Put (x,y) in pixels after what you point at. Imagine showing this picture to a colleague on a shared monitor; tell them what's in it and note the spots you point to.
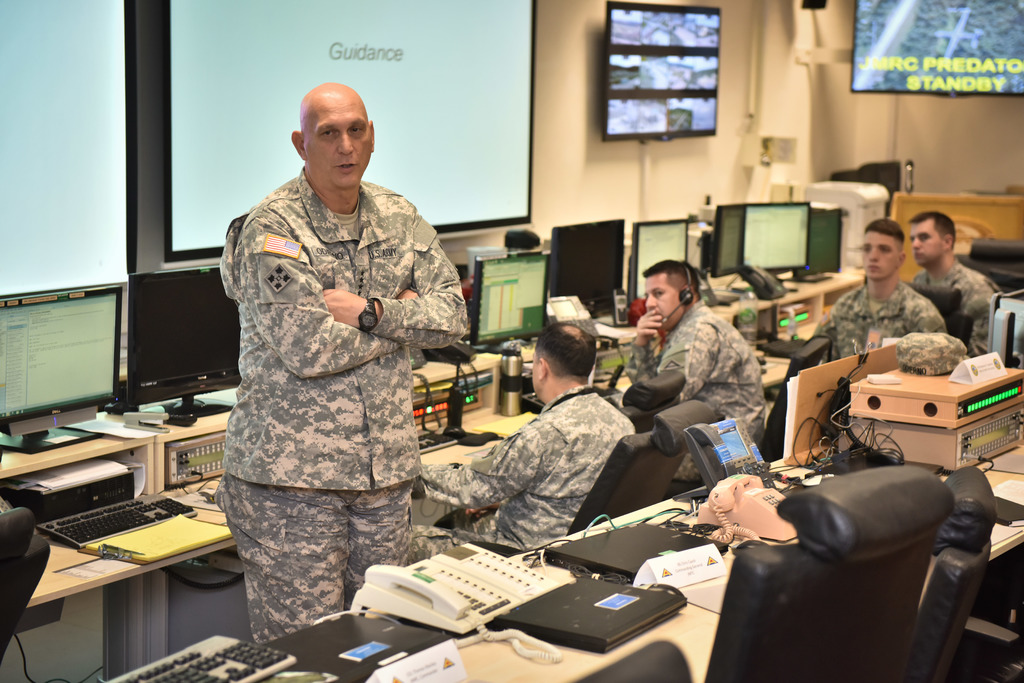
In this image there are people (593,447) sitting on chairs (619,451) and there are tables (727,558), on that tables (228,609) there are electrical items (531,653) and computers (190,381), in the middle (358,350) a man (292,482) is standing, in the background (954,156) there is a wall (933,123) for that wall (933,123) there are monitors (993,64).
